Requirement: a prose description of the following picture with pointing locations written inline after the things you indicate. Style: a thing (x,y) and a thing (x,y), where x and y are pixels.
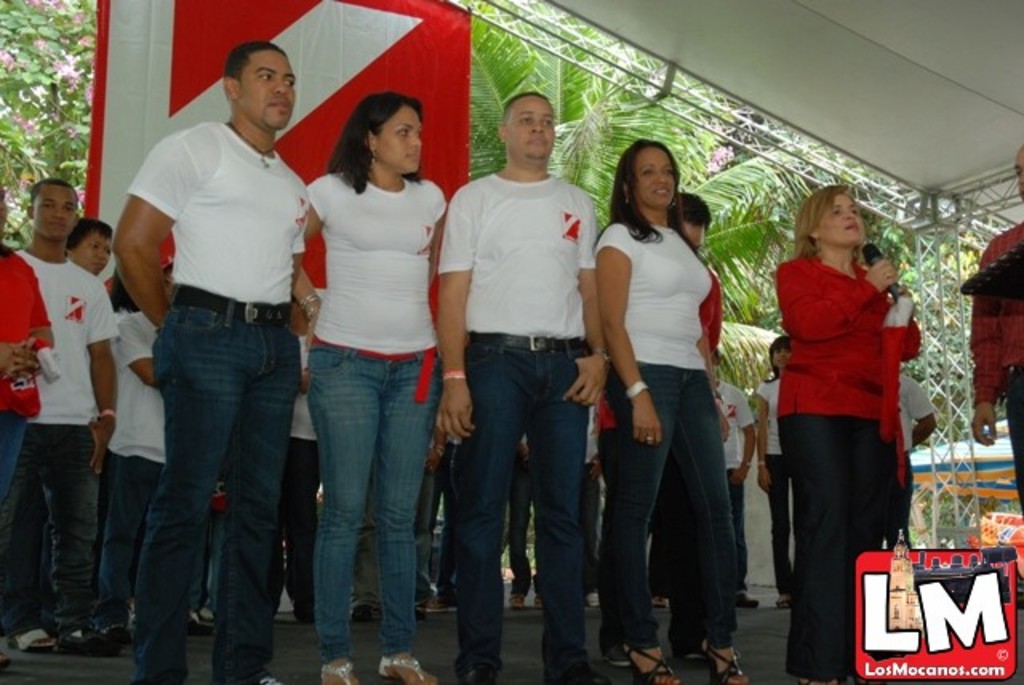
In this image, we can see a group of people (422,598) standing on the floor (756,624). On the right side of the image (805,623), we can see a woman (808,376) holding a microphone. In the background (147,140), there are trees (9,96), rods (966,330), banner (293,125) and shed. In the bottom right corner (946,555), there is a logo (908,611) and few objects (1013,544).
